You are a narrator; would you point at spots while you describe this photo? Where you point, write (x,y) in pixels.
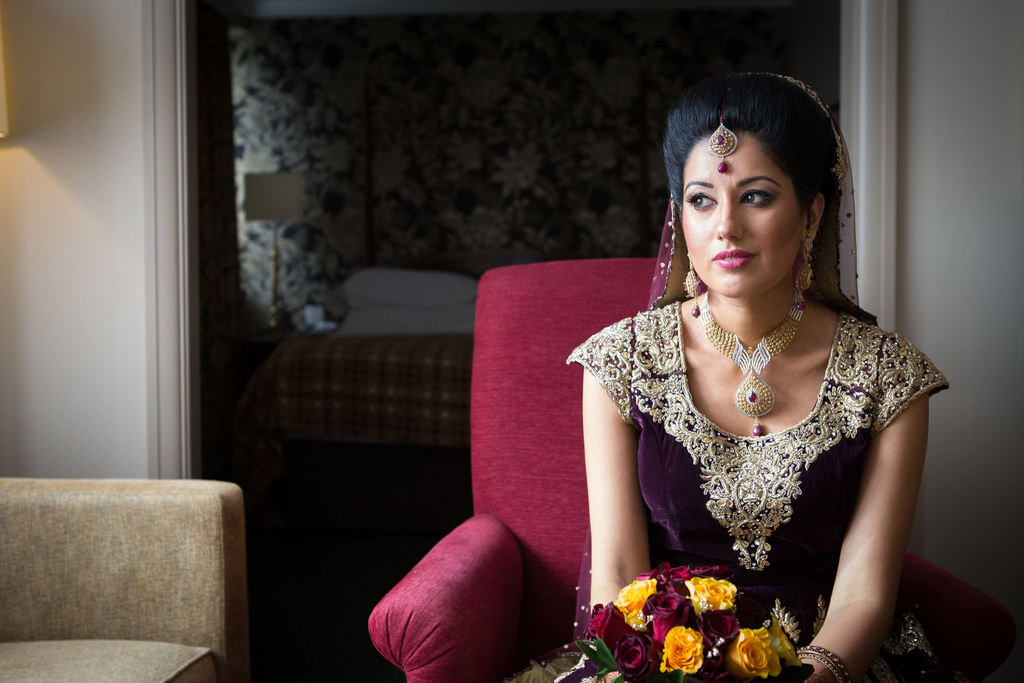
It is a room (523,217) here is a woman (822,122) who is in the bridal attire (724,562) she is sitting on a red color chair (533,522), behind her there is a bedroom (461,281) in the background (456,49) there is a wall (334,191) and a lamp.
